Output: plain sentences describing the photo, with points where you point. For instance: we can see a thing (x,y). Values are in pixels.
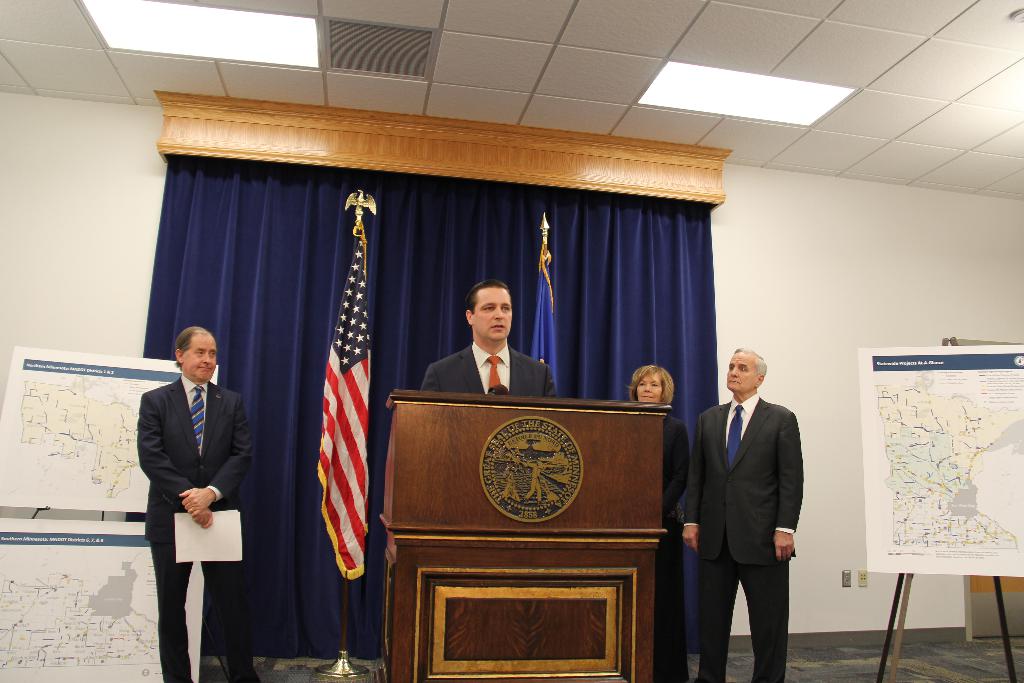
In this image a person (480,368) is standing near a podium (460,428) and talking. A person (244,434) is standing at the left side of the image (209,465) and holding some object (202,531). A two persons (672,477) are standing at the right side of the image (711,472). There are two flags (342,433) behind a center of the person (490,351).
